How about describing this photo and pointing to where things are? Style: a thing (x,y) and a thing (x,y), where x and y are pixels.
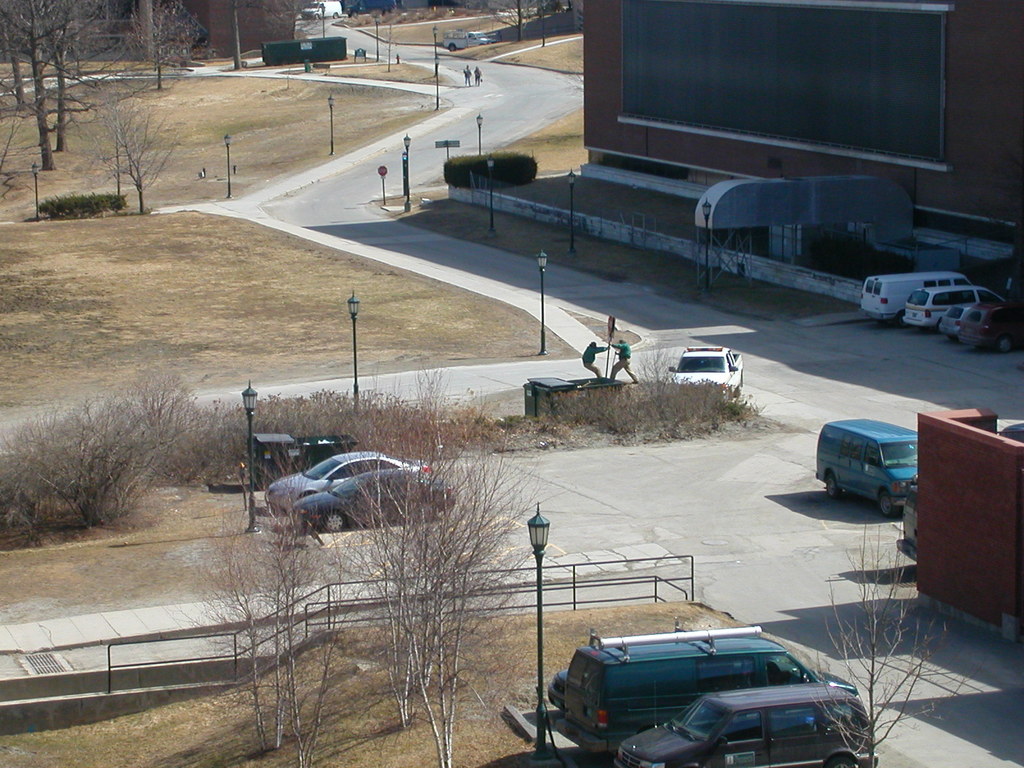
In this picture we can see there are some vehicles (793,709) on the path (349,210) and on the left side of the vehicles (780,699) there are trees (436,621) and on the right side of the vehicles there are buildings (624,117).
